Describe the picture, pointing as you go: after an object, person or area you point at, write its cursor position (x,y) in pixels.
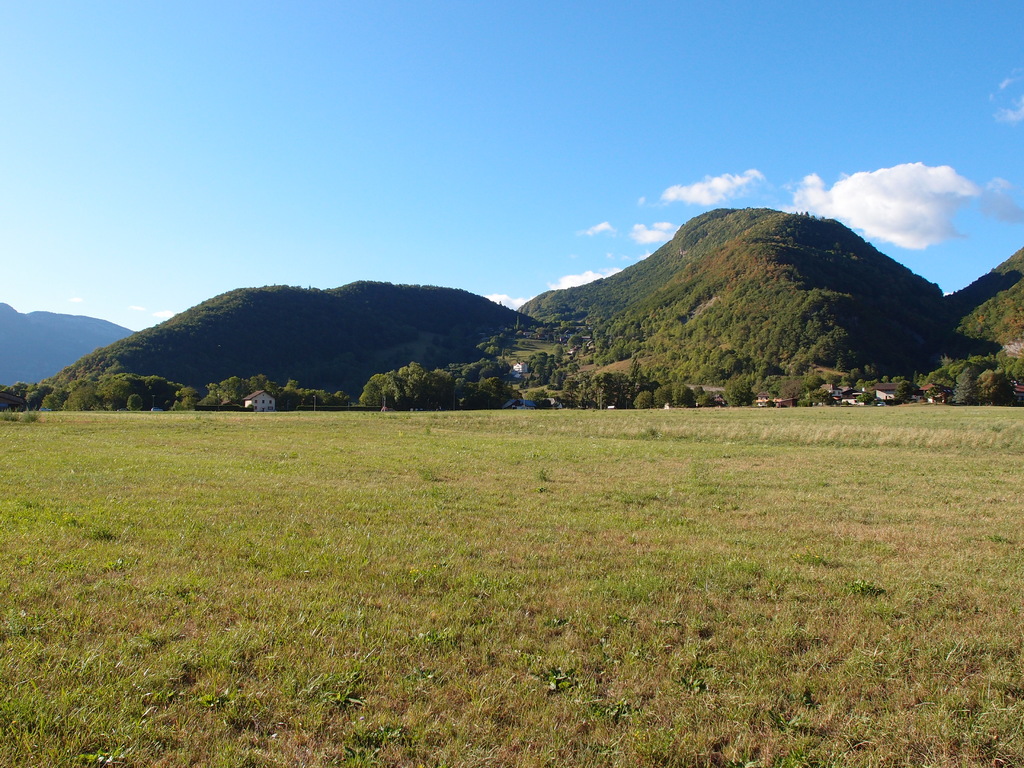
In this image we can see grassy land (428,513). In the middle of the image (362,331) mountains (415,323) are there. On mountain (739,360) trees (753,333) and houses (858,394) are there. Top of the image (564,141) sky (571,86) is there with some clouds (872,189).
